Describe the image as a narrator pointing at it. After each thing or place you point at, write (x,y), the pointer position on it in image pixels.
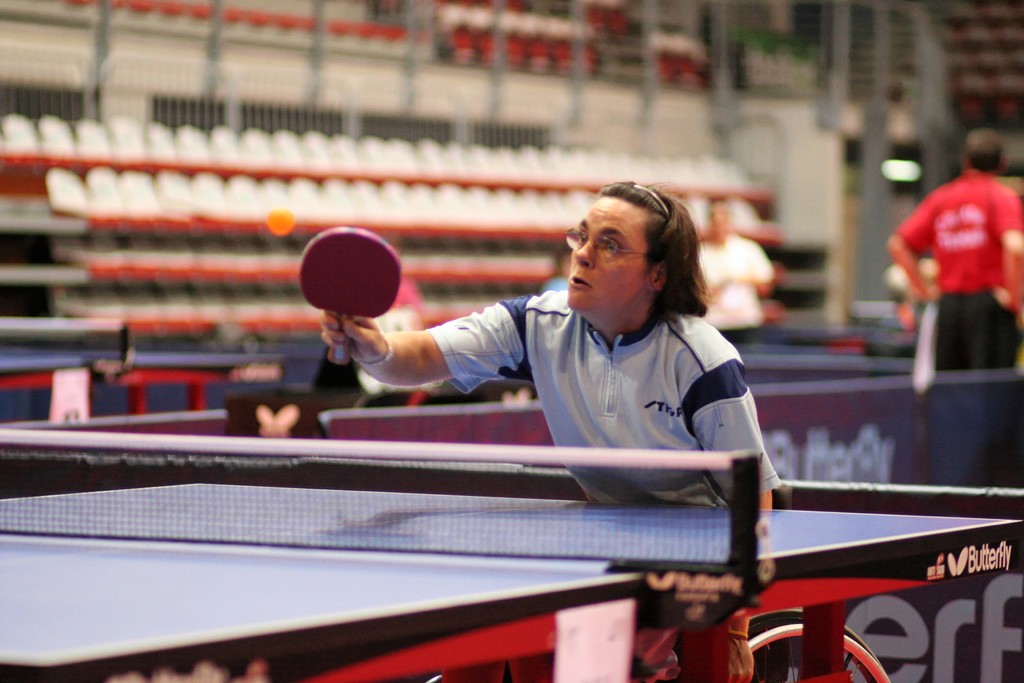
In this image I can see a person (639,364) sitting in front of the table tennis (376,468) and playing the game. In the background (965,220) there are few more people (955,238) standing.
